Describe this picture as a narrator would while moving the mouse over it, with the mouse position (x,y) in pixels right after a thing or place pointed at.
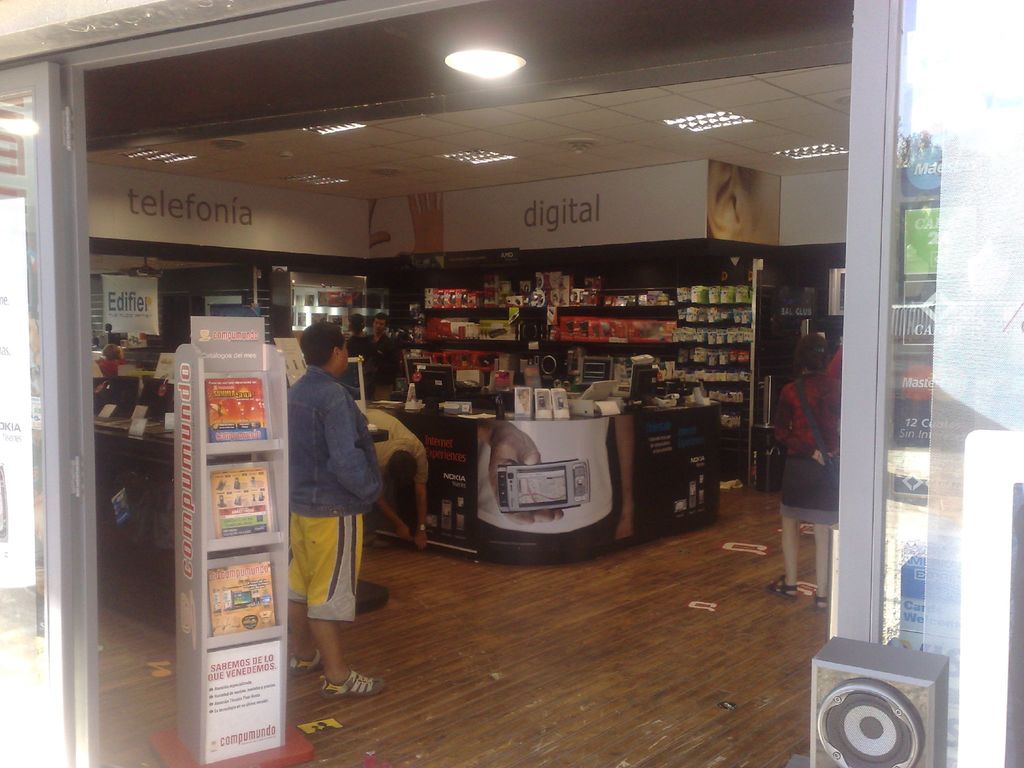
This looks like a store (508,346). There are three people (380,467) standing. These are the magazines (220,574) placed in the rack (208,553). I can see objects (550,297) placed in an order. These are the computers (646,386) placed on the desk (544,417). This is the poster (491,508) attached to the wall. These are the ceiling lights (324,177) attached to the rooftop (634,100). At background (373,336) I can see two people (388,351) standing. This is the speaker (860,695). This looks like a wooden floor (696,631).
